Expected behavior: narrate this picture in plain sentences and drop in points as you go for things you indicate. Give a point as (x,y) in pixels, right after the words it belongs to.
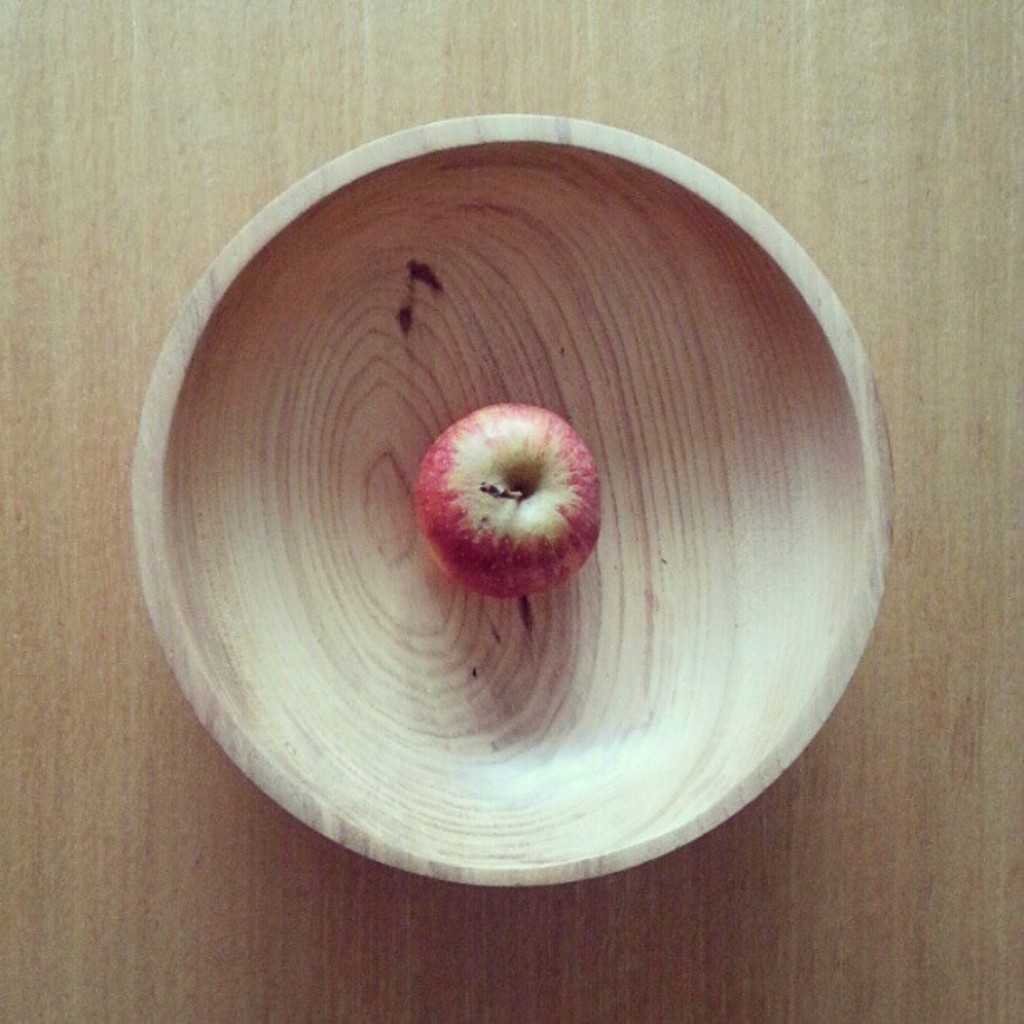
This image consists of a bowl (500,173) in which an apple (441,492) is there kept on the table (656,27). This image is taken may be in a room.
